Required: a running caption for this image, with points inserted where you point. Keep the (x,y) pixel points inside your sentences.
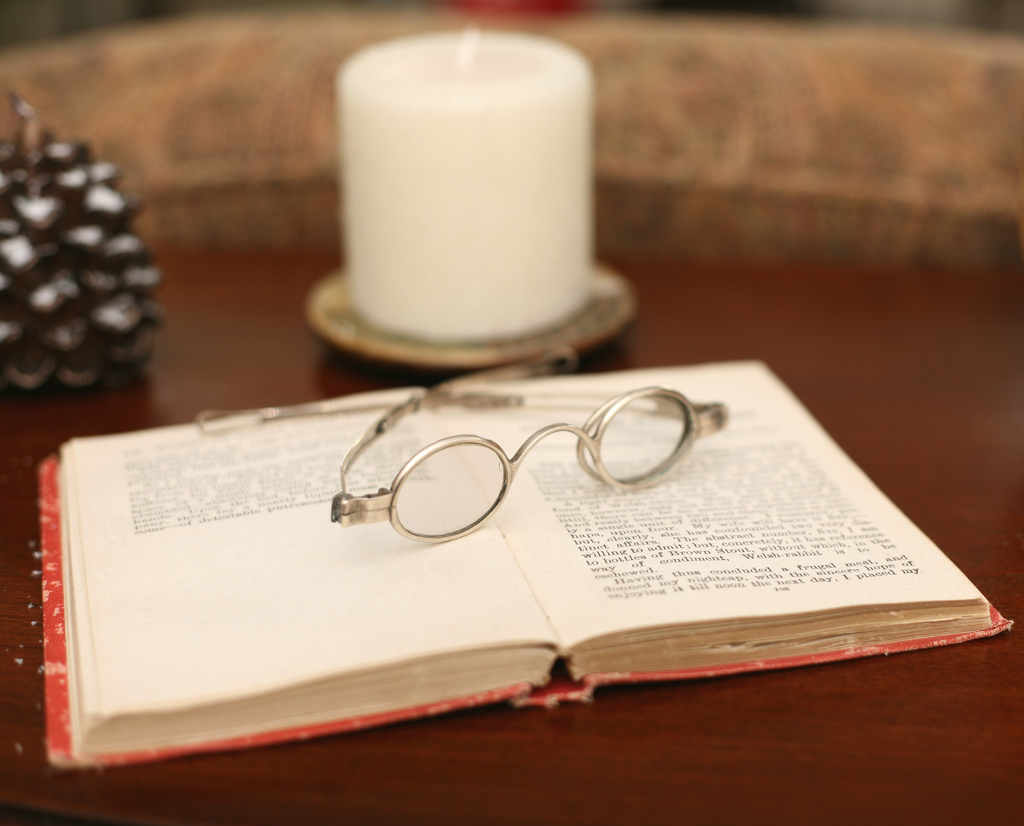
In this image I can see specs (642,413) on a book (374,539), candle (530,254) and some object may be on a table (190,363). This image is taken may be in a hall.
